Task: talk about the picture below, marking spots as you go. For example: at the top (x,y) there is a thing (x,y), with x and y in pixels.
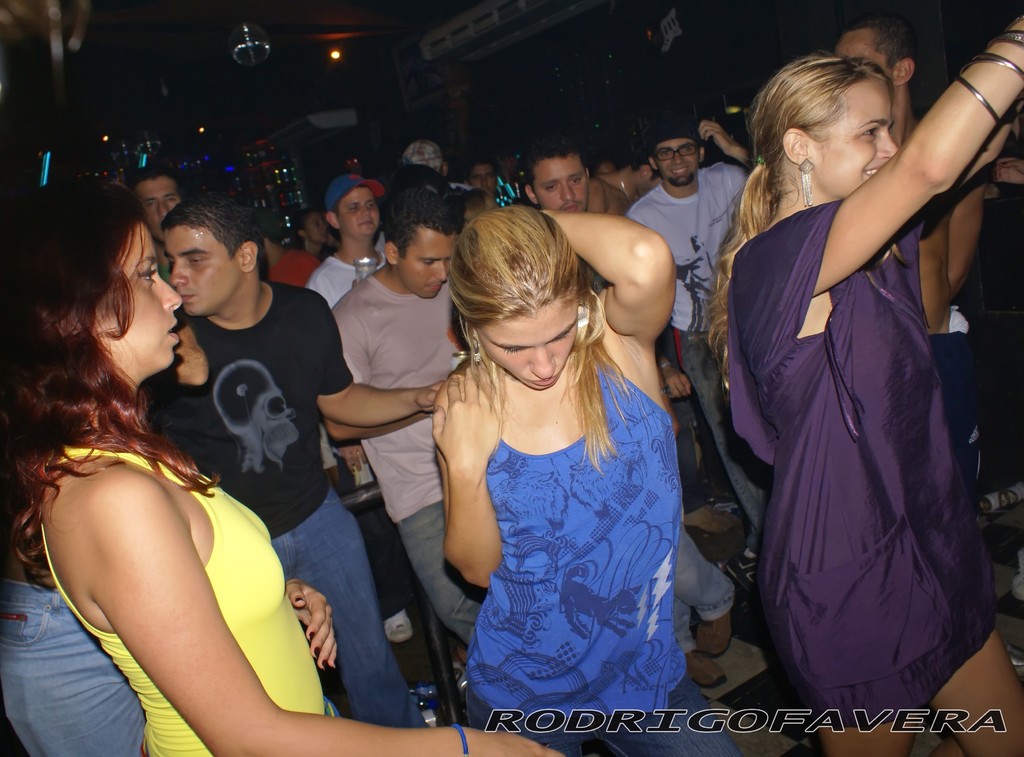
In this picture there are boys (351,218) and girls (461,252) in the center of the image (482,299).
